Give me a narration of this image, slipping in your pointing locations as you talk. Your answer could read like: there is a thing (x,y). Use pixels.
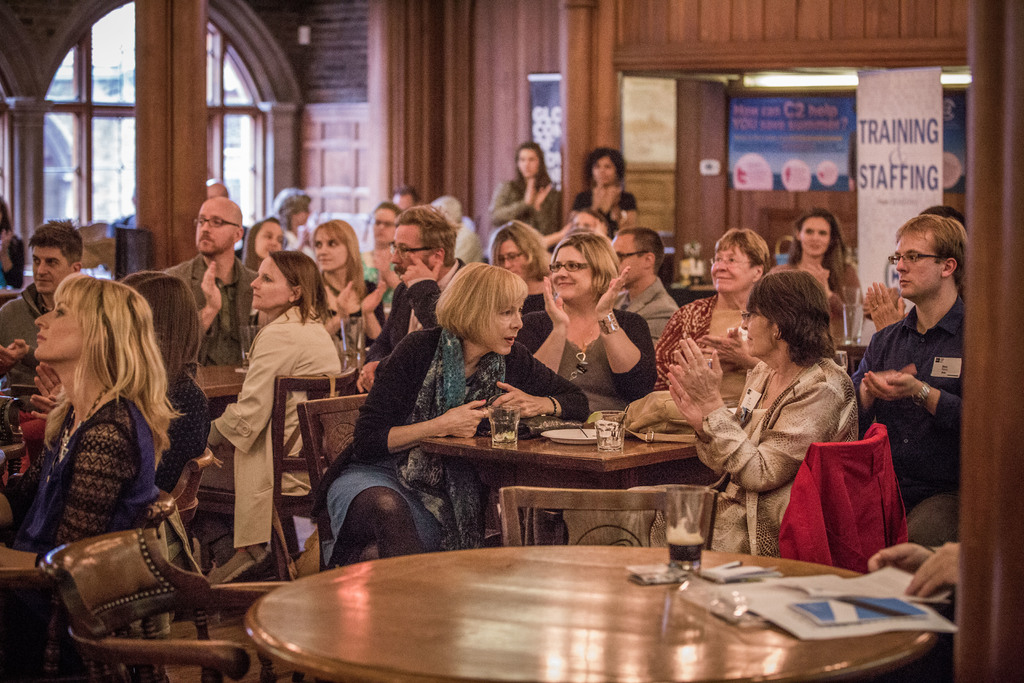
In this image I can see the group of people (581,414) sitting in-front of the table (639,608). On the table (629,620) there are some papers (771,606), glasses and the plate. In the background (771,123) there are some boards (764,135) and the banner (873,205).
